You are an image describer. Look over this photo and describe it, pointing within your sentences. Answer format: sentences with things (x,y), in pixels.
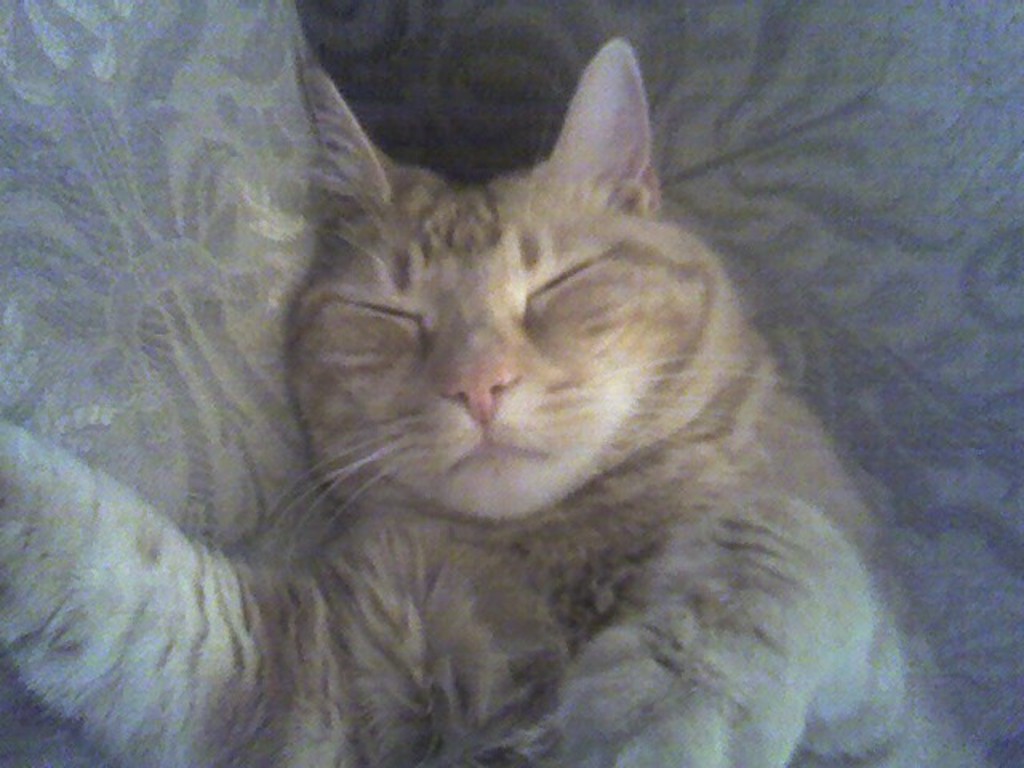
In the center of this picture (455,368) we can see a cat (356,595) seems to be sleeping on an object (922,298).
